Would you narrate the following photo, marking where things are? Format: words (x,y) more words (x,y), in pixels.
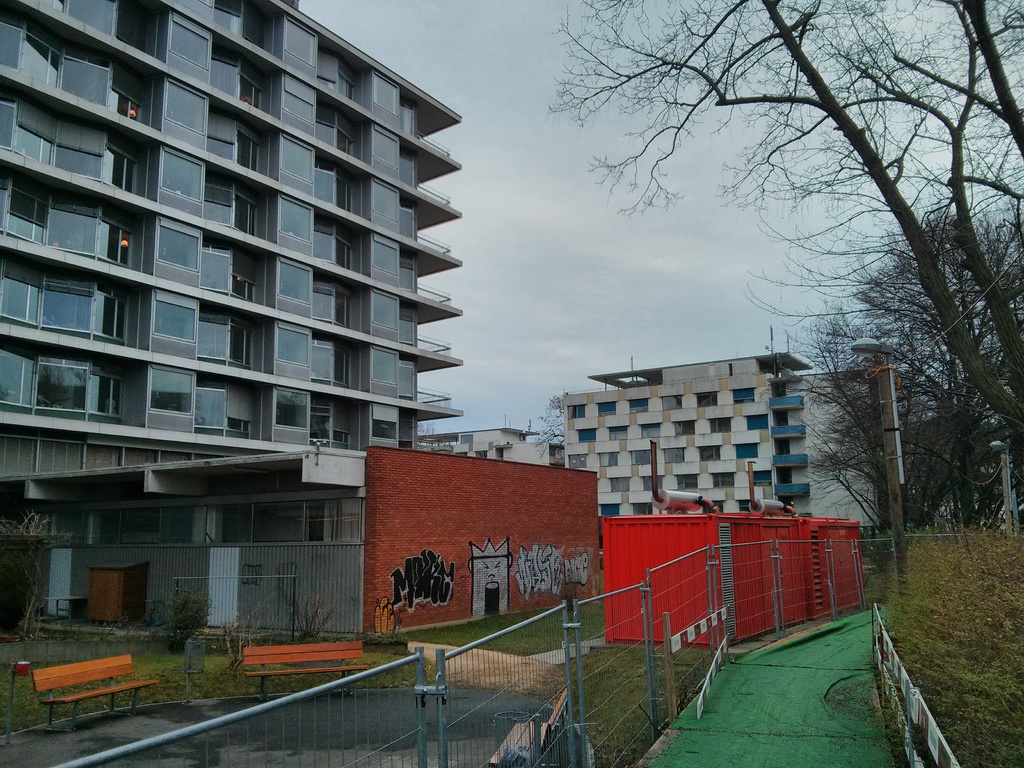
In this image, we can see buildings (426,441), trees (913,373), poles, a fence (561,602), benches (292,659), railings (245,576) and there is a box (746,563). At the top (542,109), there is sky (558,295).
